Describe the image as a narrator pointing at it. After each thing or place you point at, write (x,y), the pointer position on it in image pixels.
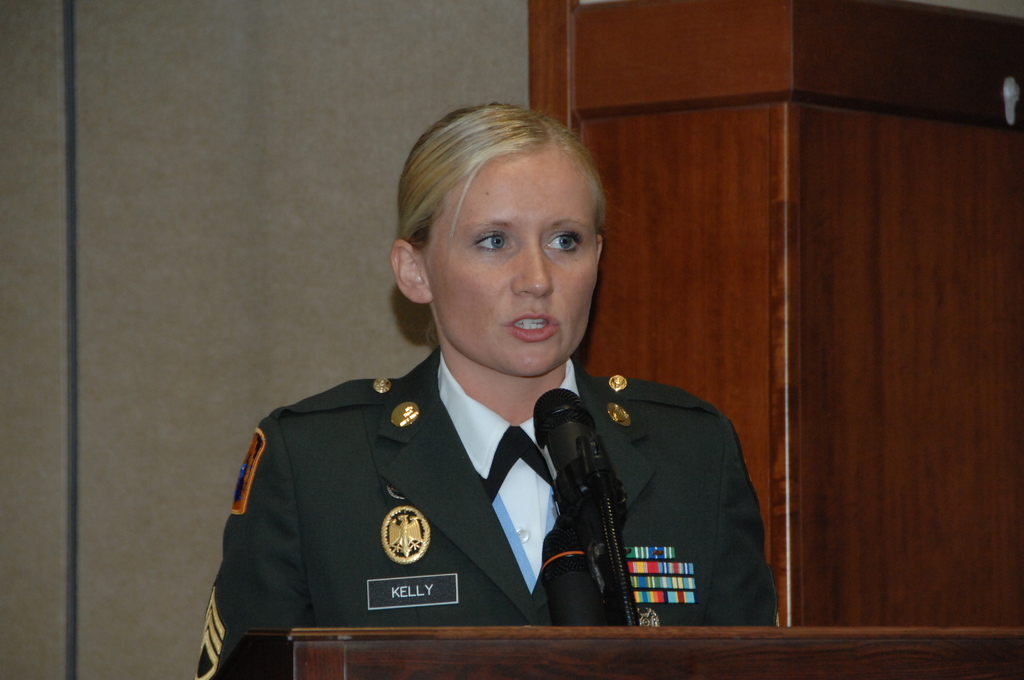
In this image there is a person (504,598) near the podium (460,635), there are mikes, and in the background (246,350) there is a wall (246,256).
